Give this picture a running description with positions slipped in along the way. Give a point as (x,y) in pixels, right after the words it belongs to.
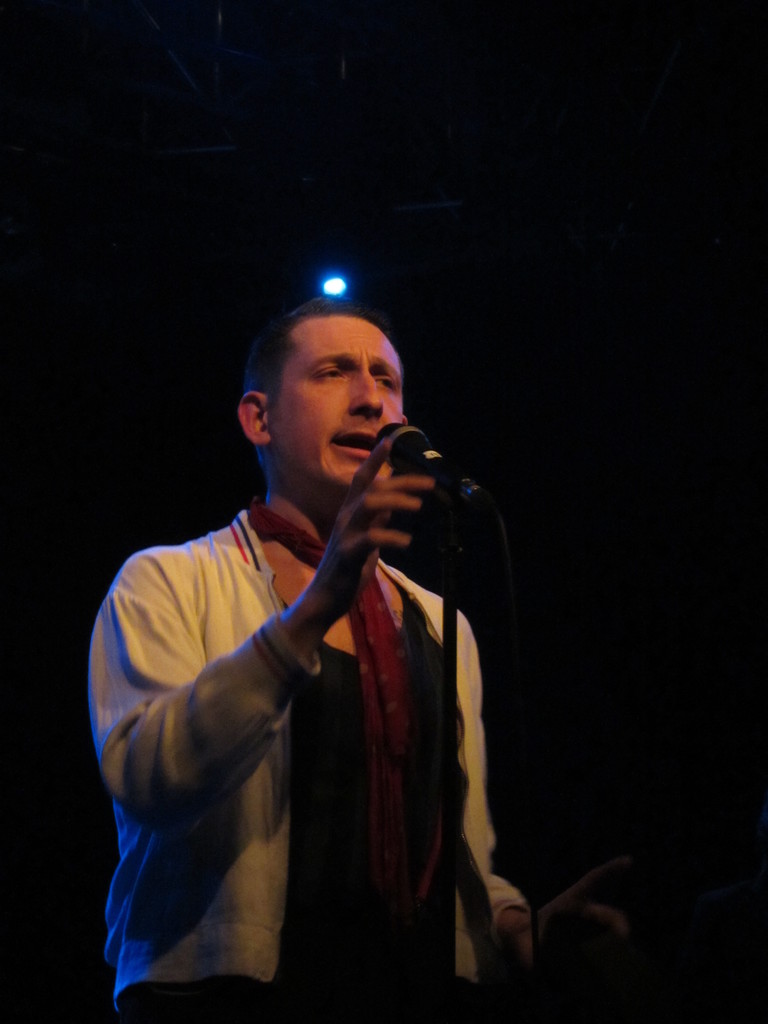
In this picture I can see a man (175,663) in front (163,654) and I can see a tripod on which there is a mic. In the background (571,511) I see that it is a bit dark and I can see a light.
